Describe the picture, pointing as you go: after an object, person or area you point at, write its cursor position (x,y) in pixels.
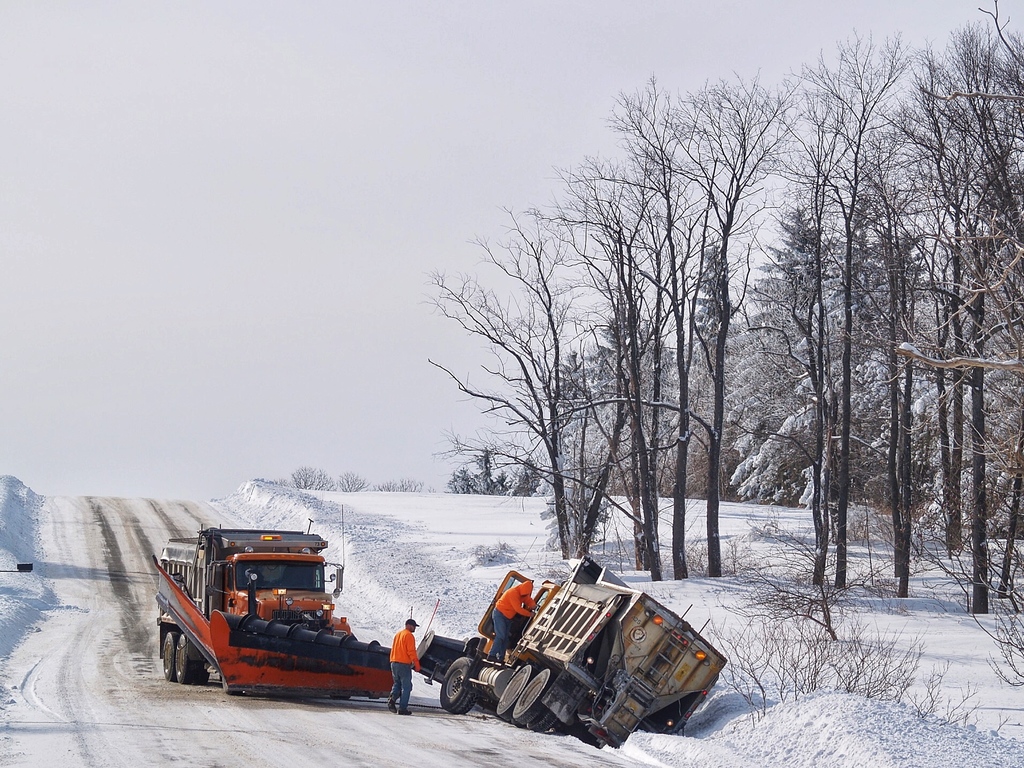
In this image I can see there are two vehicles (591,620) and one person (520,598) visible on the vehicle (544,636) standing in front of vehicle (388,691), there are some trees (625,345) visible on the right side (687,281) and the sky (140,296) visible on the left side (258,159).
